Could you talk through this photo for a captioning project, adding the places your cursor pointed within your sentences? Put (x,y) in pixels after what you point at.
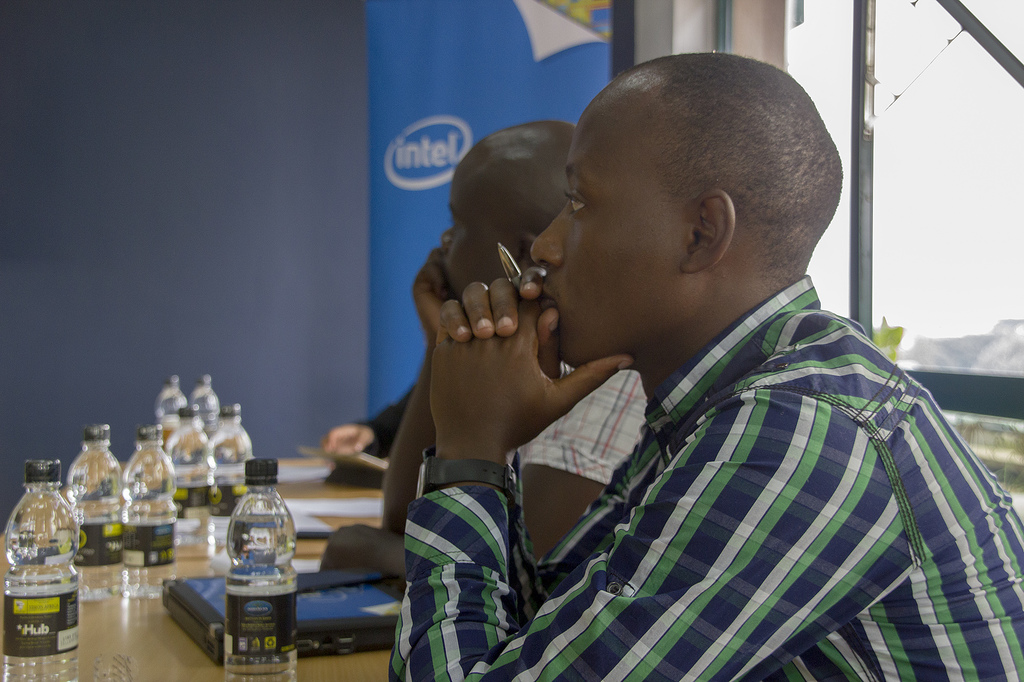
In this image we can see men (600,280) sitting at the table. On the table (195,563) we can see books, papers (305,503) and bottles (178,505). In the background (222,367) we can see advertisement (394,101) and wall (301,97).
